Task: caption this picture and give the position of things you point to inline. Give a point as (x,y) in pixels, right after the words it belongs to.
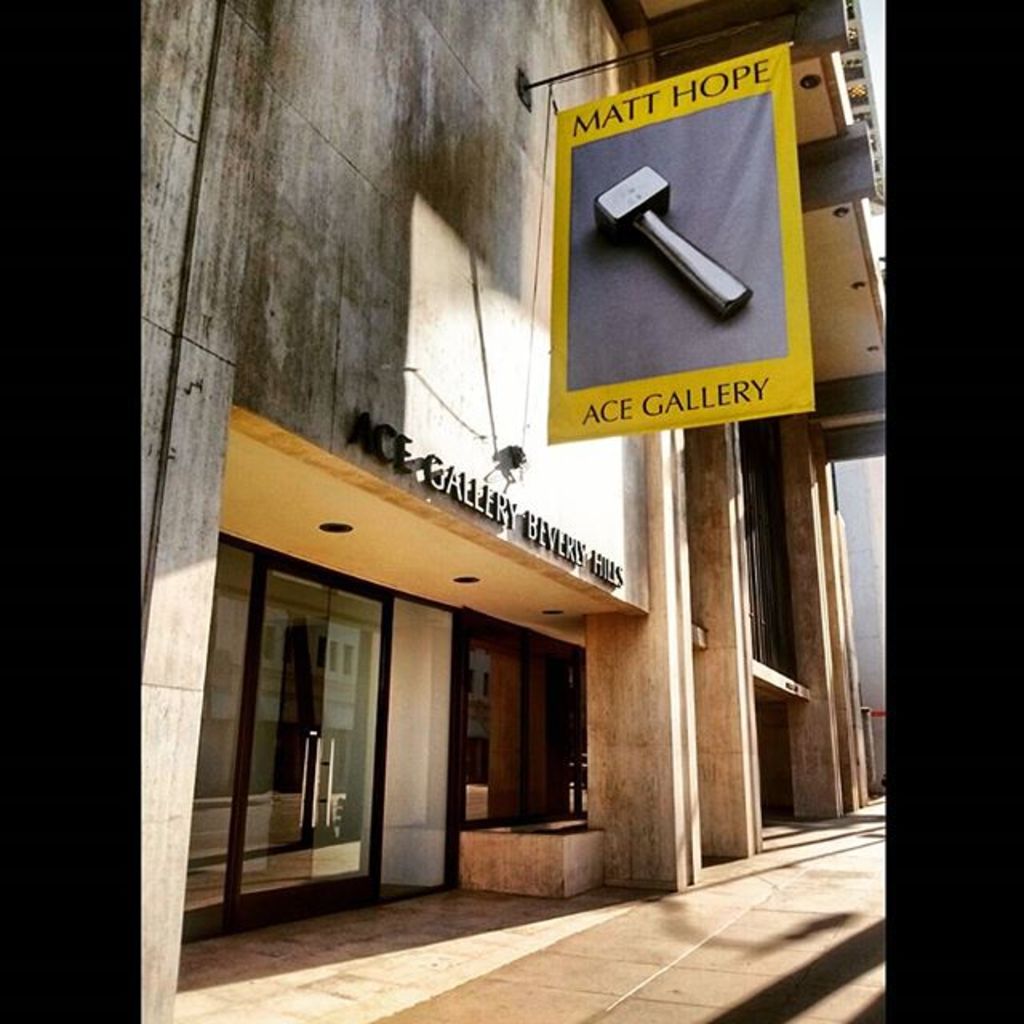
in this image i can see a banner (589,306), in the banner (661,233) there is a hammer (643,202) and it is yellow color, at the back ground (379,306) i can see a building (367,160) and at down there is a store (315,708) and there is a glass door (263,636).
